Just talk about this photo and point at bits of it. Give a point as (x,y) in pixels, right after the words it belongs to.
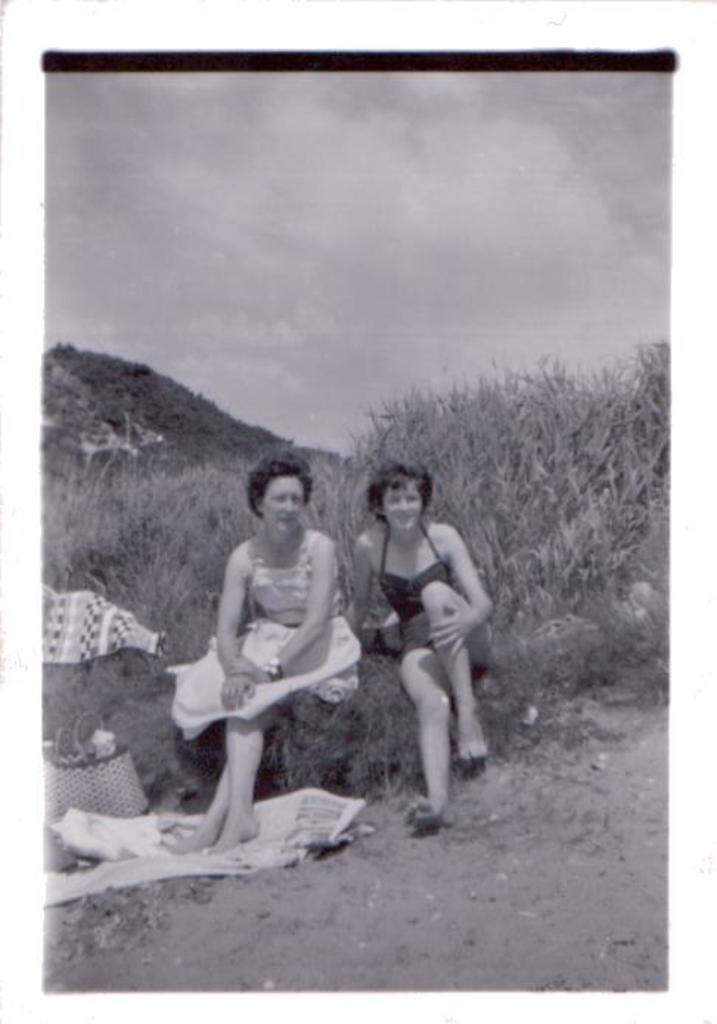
In the center of the image (338,638) we can see people (441,622) sitting. On the left (104,798) there is a basket (103,798). In the background (125,447) there are hills (211,425) and sky (379,397). We can see grass (557,447).
